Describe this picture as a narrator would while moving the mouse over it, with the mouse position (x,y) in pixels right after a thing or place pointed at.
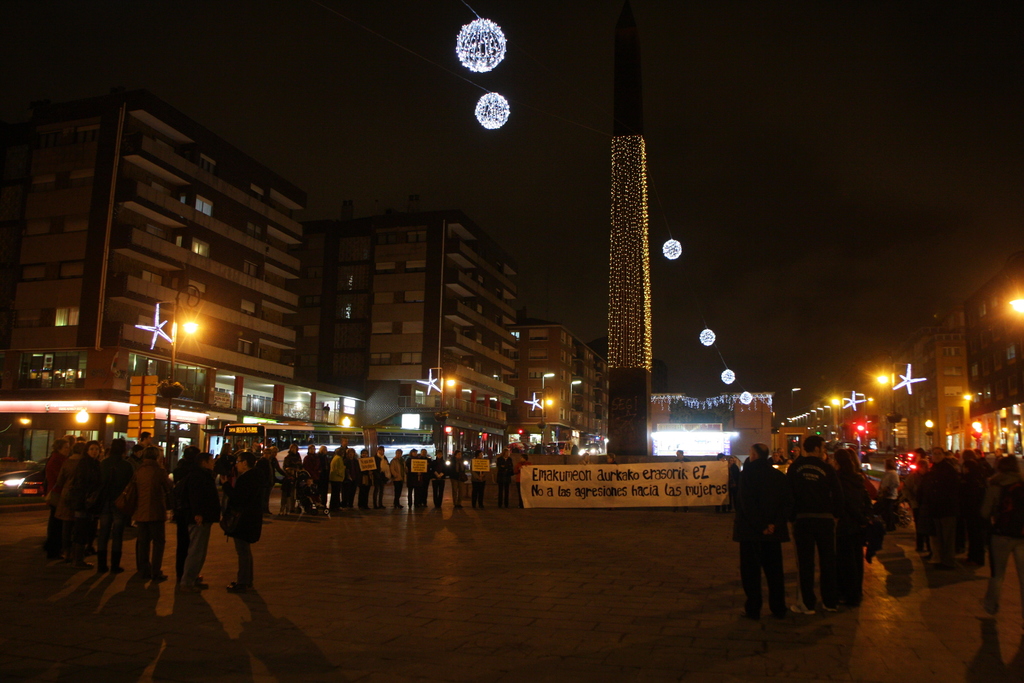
In the center of the image (636,349) we can see a tower (639,413) and a banner (633,470) with some text (583,496) on it. In the foreground (76,483) we can see a group of people (333,498) standing on the ground (445,508). In the background (385,450), we can see a bus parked on the road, a group of buildings (436,401), lights (172,354) and the sky (721,147).
